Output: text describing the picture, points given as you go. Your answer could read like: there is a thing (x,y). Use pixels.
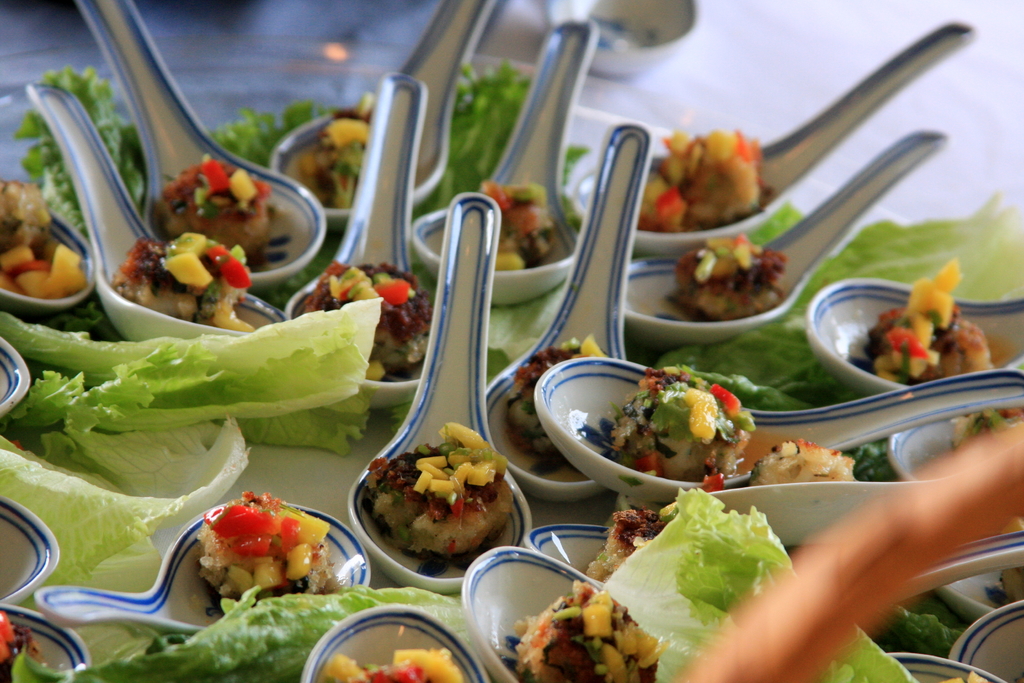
In this image I can see few food items (687,208) in the spoons (442,52) and the food items (471,459) are in green, yellow, red and brown color and the spoons (563,391) are in white and blue color.
